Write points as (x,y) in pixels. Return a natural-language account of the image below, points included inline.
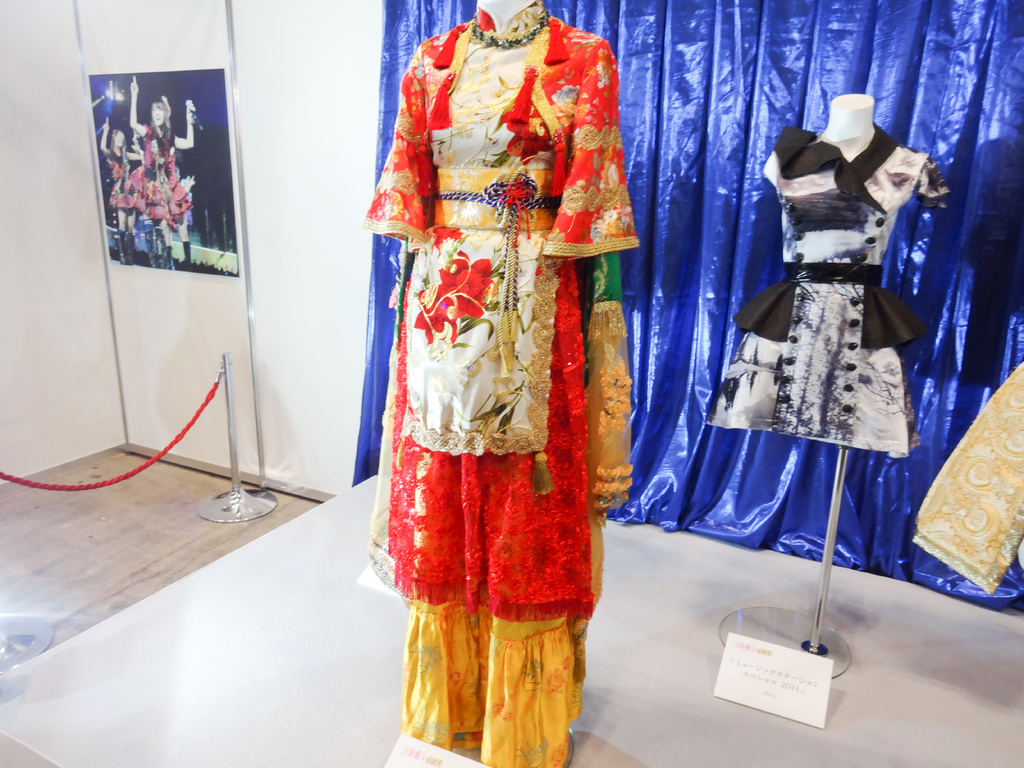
In this image there is a wall (301,277), there is poster (165,235) on the wall (214,16), there are persons (167,179) on the poster (162,161), there is a stand (238,506) on the floor (142,556), there is a rope (213,395), there is an object (29,627) truncated towards the left of the image (17,642), there is a cloth (653,380) truncated, there are dress (567,433), there is a board (773,688) on the surface (687,680), there is a board (408,758) truncated, there is an object (1011,503) truncated towards the right of the image (975,489).
